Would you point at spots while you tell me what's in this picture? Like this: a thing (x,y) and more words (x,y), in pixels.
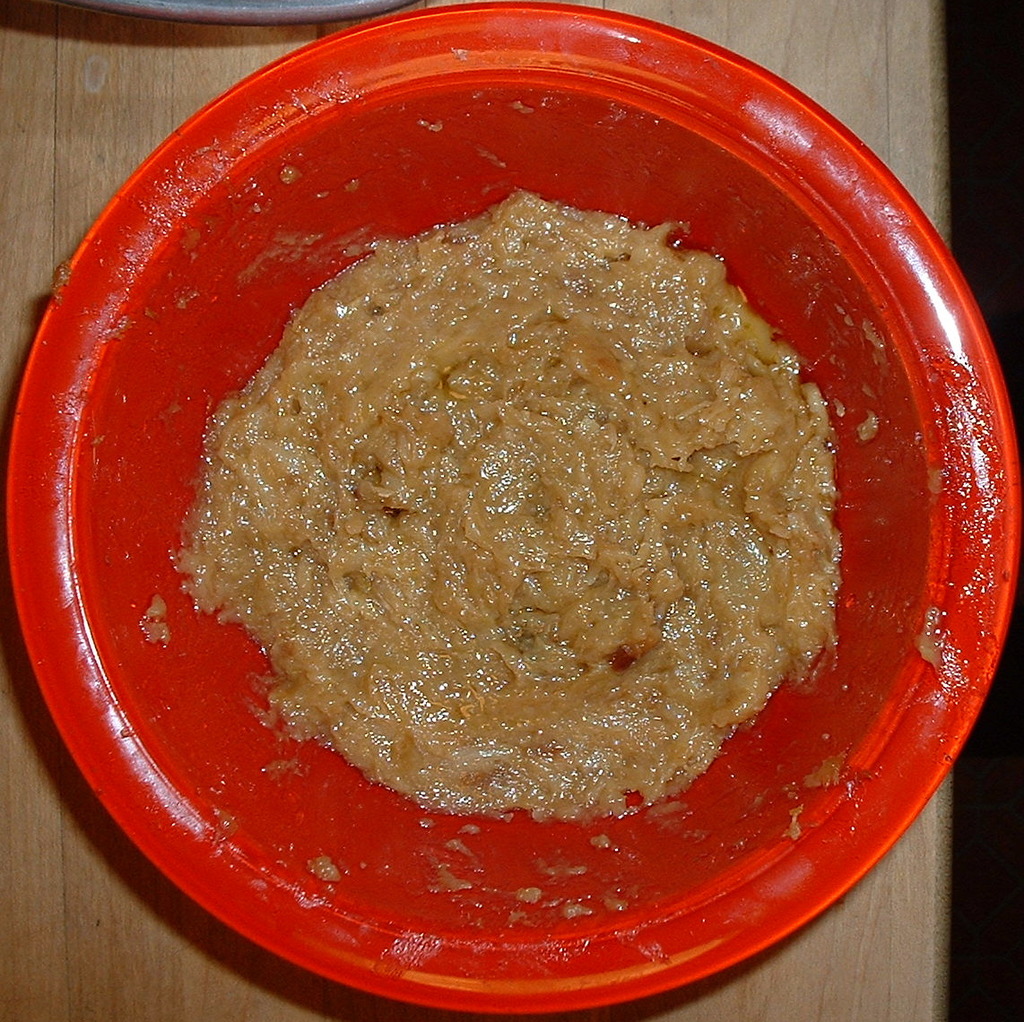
In this image there is a red bowl (360,98) and food (549,377). Red bowl (363,80) is on the wooden surface (873,58).
